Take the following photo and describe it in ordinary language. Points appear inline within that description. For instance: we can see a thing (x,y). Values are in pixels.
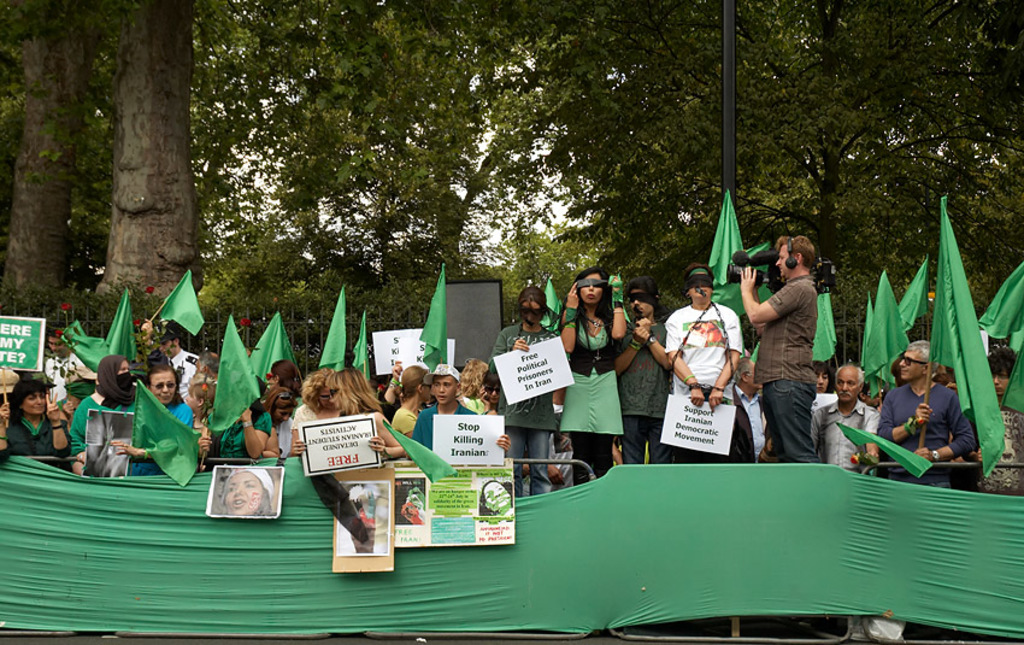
To the bottom of the image (556,545) there is a fencing (671,519) with green color cloth (584,500). Behind the fencing (632,485) there are many people (67,392) standing with green flags (173,311), posters (346,436), banners (451,433) and photos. And to the right side of the image (787,314) there is a man (785,360) with a video camera (759,275) is standing. In the background (716,111) there are trees (625,133) and also there is a pole (723,52) to the right side (730,139).
